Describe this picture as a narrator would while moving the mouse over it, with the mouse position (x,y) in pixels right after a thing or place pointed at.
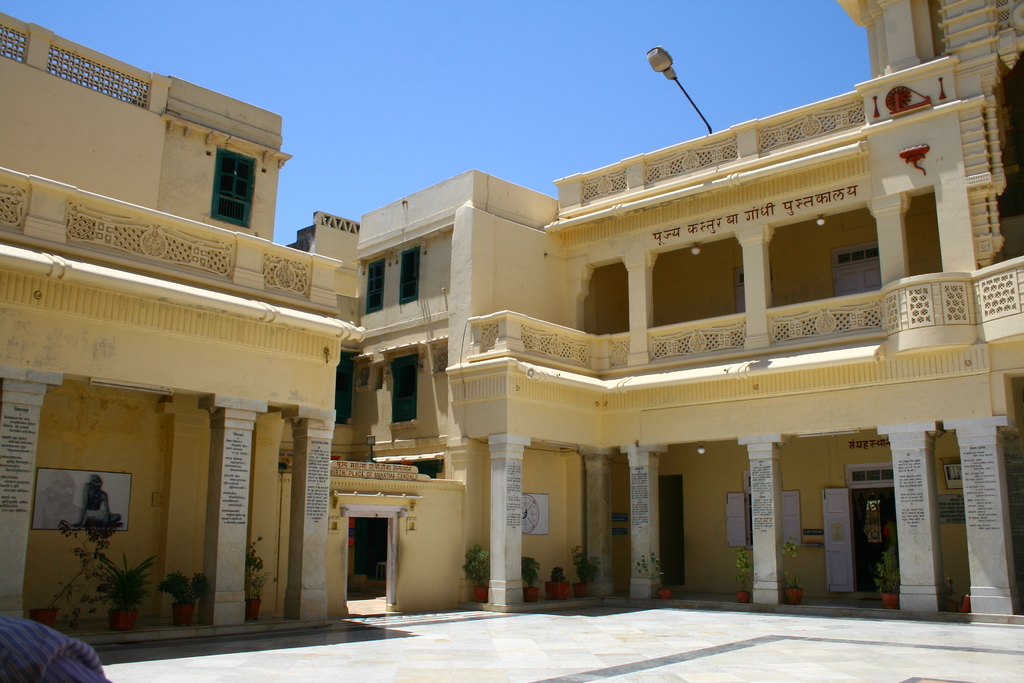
In this image I can see few buildings (651,375) which are cream in color and few pillars (222,464) which are white in color. I can see few flower pots (555,587) with plants (555,581) in them, the ground (661,612) and the light (704,123). In the background (585,99) I can see the sky (392,94).
